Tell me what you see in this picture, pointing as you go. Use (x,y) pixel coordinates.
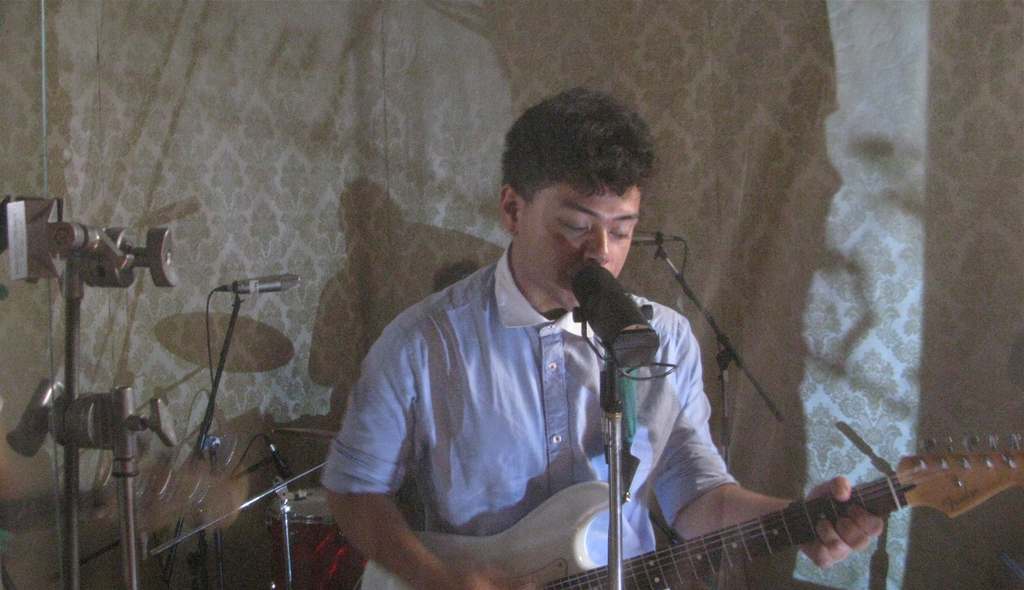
In this image there is a man (676,466) sitting and playing a guitar (597,515) and singing a song in the microphone (627,343), and at the background (262,217) there are microphone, drums (307,589), wall (337,95).
